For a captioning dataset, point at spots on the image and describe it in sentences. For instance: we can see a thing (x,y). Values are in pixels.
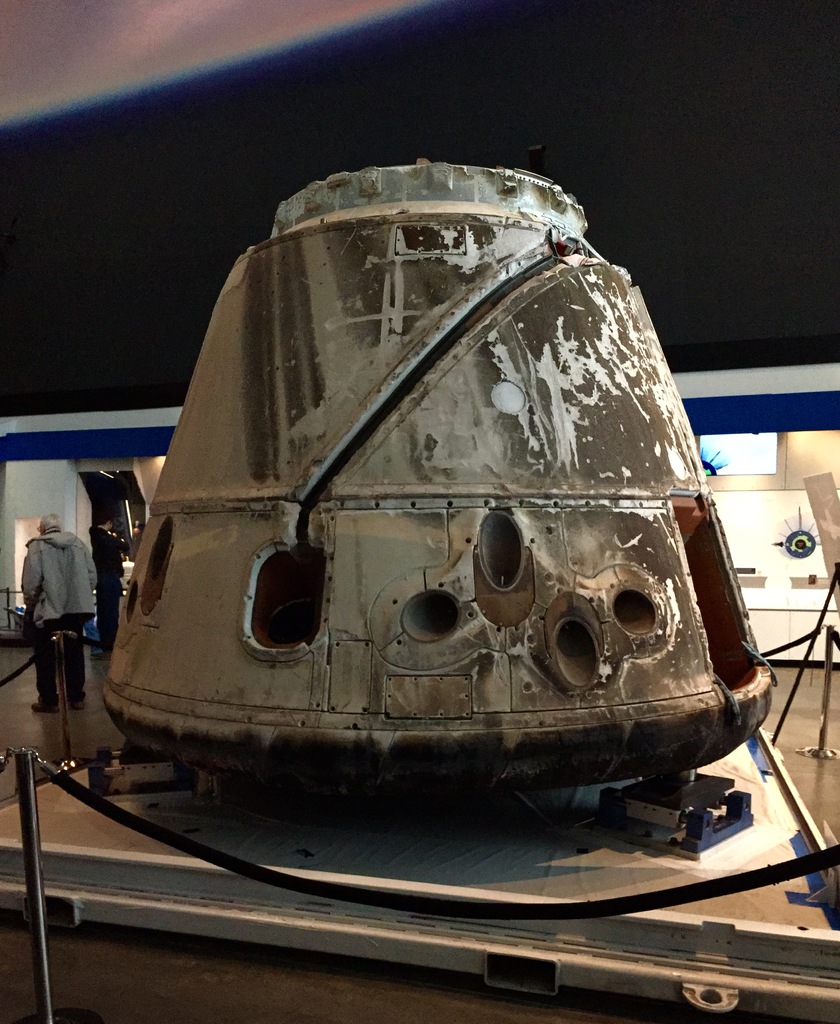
Here we can see an object (677,562) and this is floor (247,1018). There are two persons (103,611) standing on the floor (96,683). In the background (16,378) we can see screens (750,452) and a wall (764,383).
